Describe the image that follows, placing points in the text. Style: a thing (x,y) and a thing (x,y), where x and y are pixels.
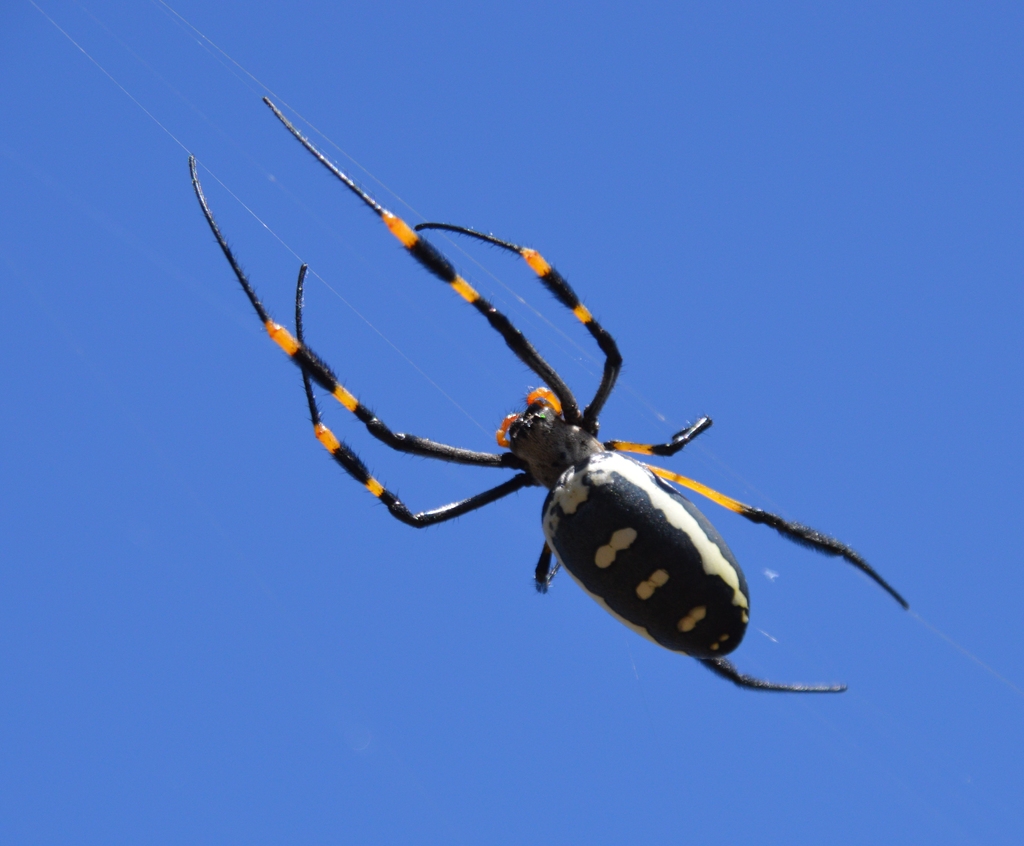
In the picture I can see a spider (586,443). The background (18,542) the image is blue in color.
